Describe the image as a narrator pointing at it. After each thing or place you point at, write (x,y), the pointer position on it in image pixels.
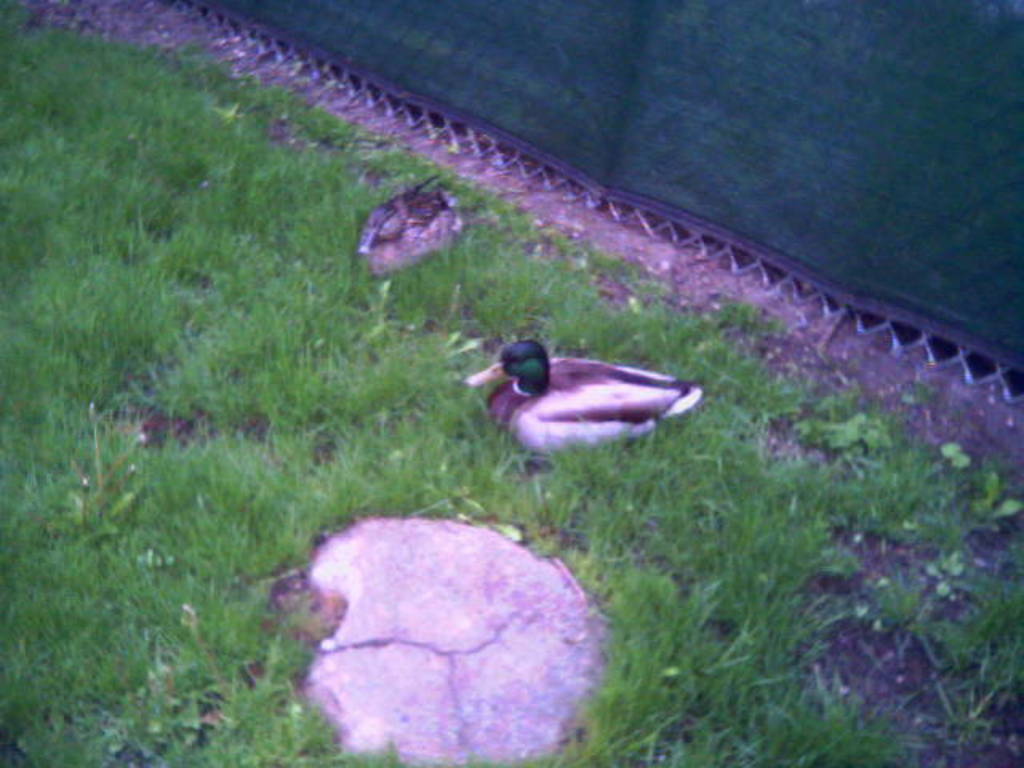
This picture is clicked outside and we can see the birds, green grass (408,451) and some other objects (788,82).
